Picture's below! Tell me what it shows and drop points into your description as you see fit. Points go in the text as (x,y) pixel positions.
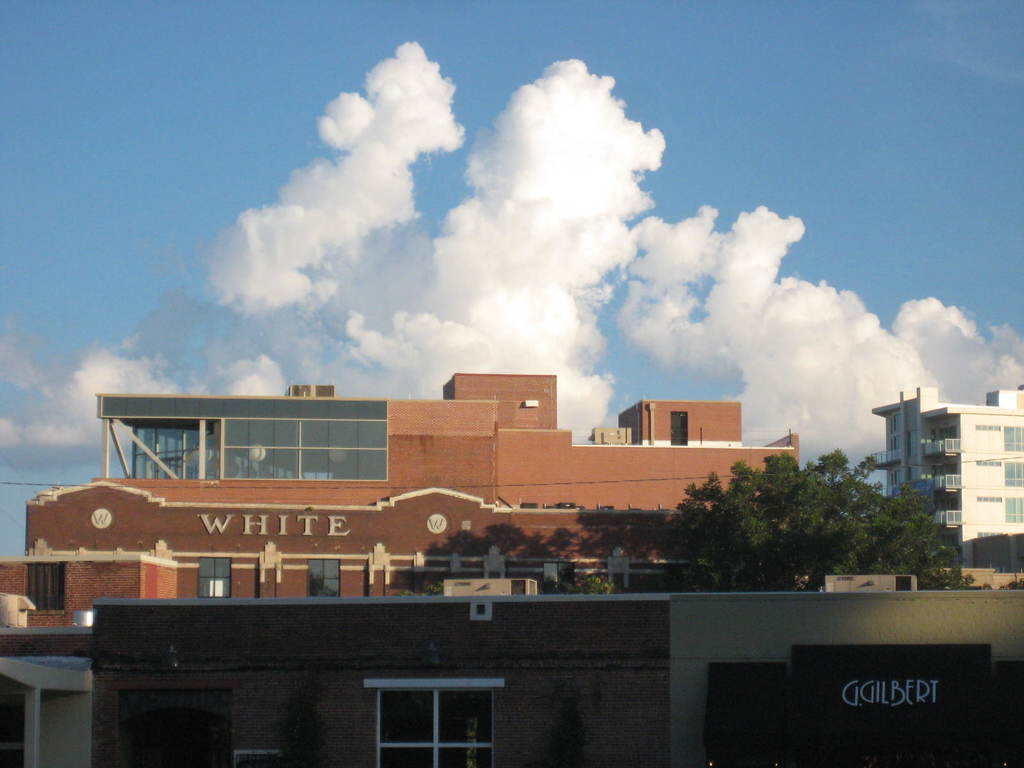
In this image there are buildings (449,534) and there is a tree (821,541) and on the buildings (453,552) there is some text (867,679) written which is visible and the sky (409,289) is cloudy.
